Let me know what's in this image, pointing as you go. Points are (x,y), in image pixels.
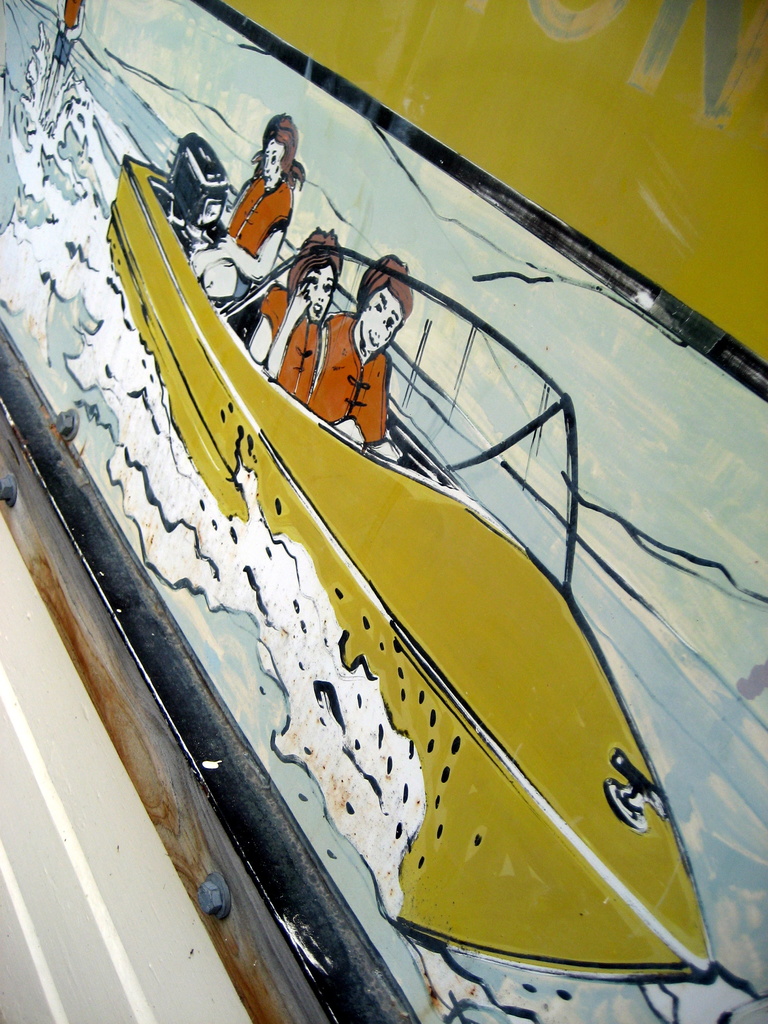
This is a painting. Here we can see a boat (515,815), water (120,323), and three persons (407,289).
